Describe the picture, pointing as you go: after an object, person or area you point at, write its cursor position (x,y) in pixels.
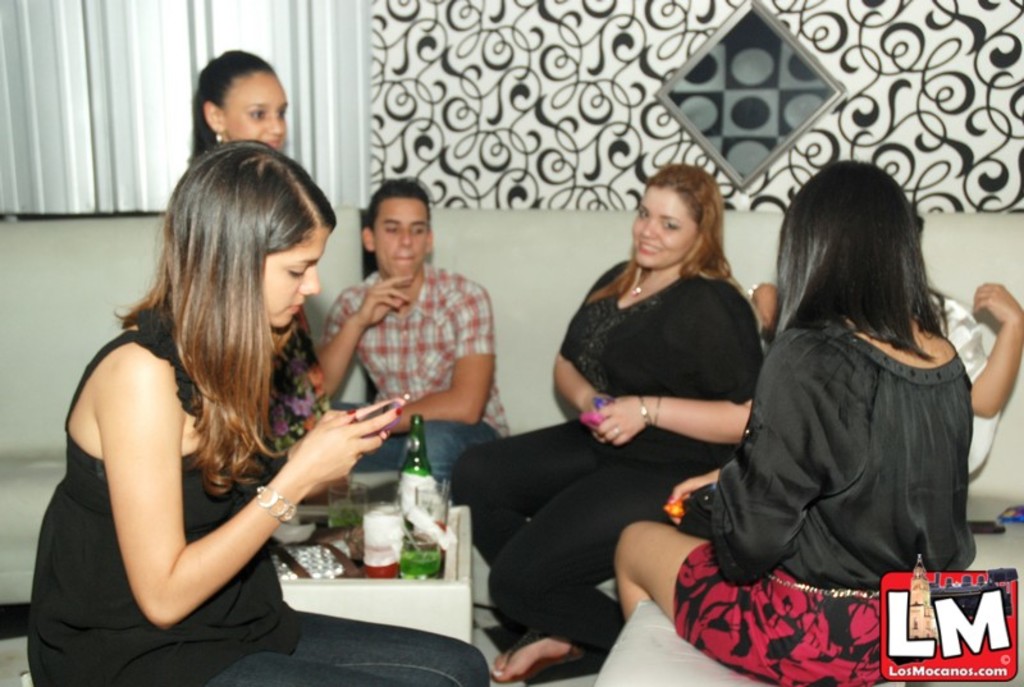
In this picture we can see some women (921,430) sitting in the room (484,237) and looking at their mobile phones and some are smiling. Behind there is a black and white design wallpaper (635,171) and white curtain (96,112).
